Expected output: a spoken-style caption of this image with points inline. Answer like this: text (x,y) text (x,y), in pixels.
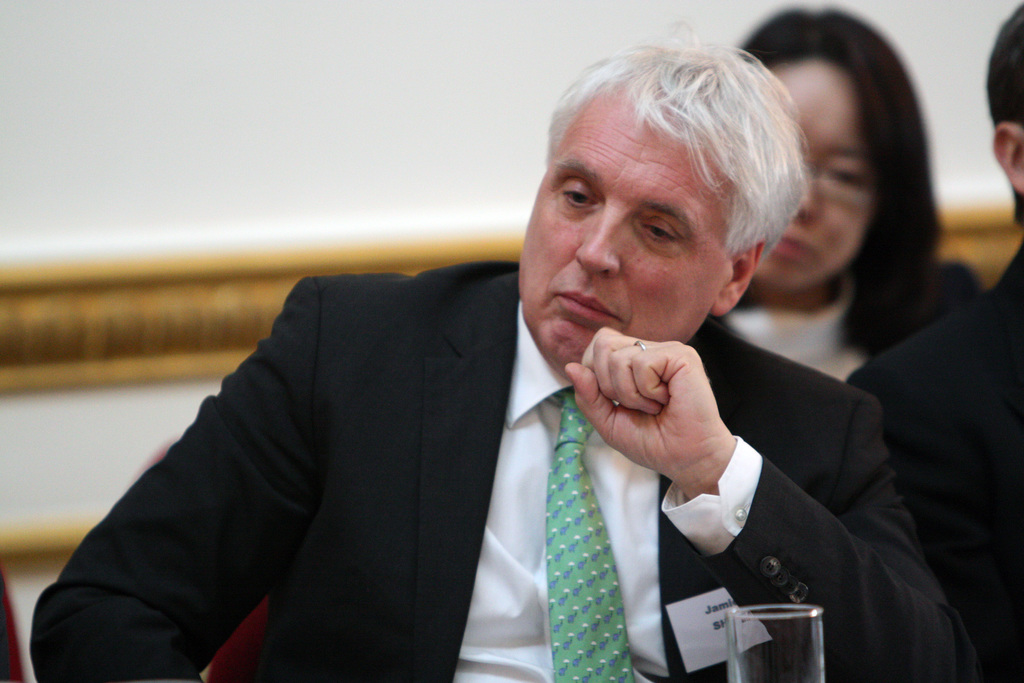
In this image I see a man (350,314) who is wearing a suit (479,449) which is of black in color and I can also see that he is wearing white shirt (469,651) and a tie (557,498) over here and I see a glass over here. In the background (1022,121) I see 2 persons (808,231) and the wall (266,210) over here which is of white and brown in color.
